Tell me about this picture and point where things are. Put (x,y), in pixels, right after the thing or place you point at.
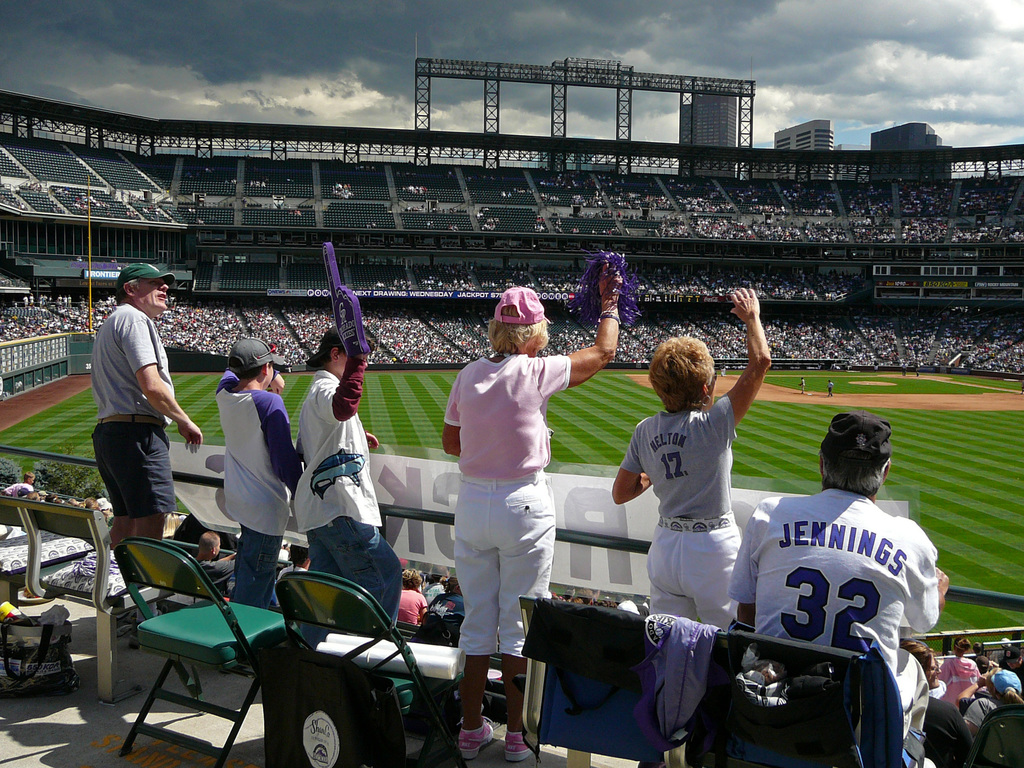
In this image at front (352,499) people (810,574) are standing. Behind them there are chairs (144,605). At the back side (687,334) there are people (534,289) sitting on the chairs (811,189). In the middle of the image (375,408) there is grass (914,429) on the surface (982,486). At the top (225,48) there is sky (276,50).
